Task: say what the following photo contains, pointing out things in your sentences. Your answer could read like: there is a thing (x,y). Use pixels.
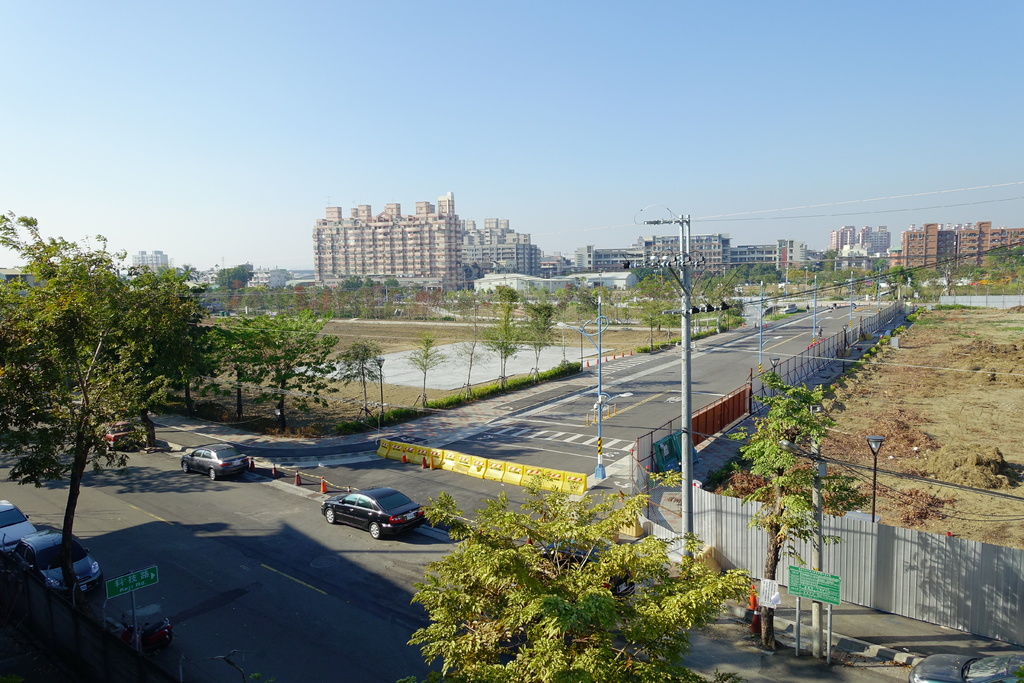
In this image at the bottom (517,516) there are some trees (578,591), vehicles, poles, boards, street lights (600,341), cars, barricades (524,468). And on the right side of the image (872,473) there is metal (961,559), wall (961,559), trees (798,499), poles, sand (903,462), grass (881,398) and walkway (814,376). And in the background (416,311) there are buildings (741,259) trees (962,266) and wires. At the top (681,94) there is sky (581,110).
